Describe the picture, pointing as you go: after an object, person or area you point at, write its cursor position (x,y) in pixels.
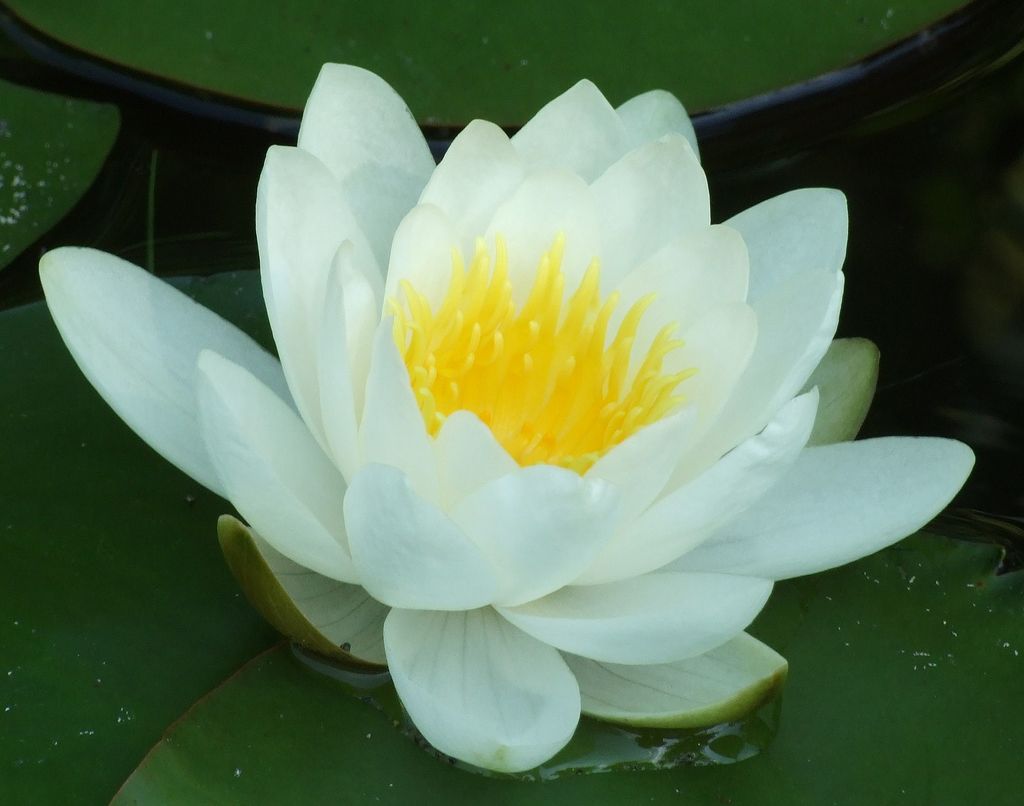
In this picture I can observe yellow and white color flower (488,427). I can observe green color leaves (162,463) in the background (521,55).
